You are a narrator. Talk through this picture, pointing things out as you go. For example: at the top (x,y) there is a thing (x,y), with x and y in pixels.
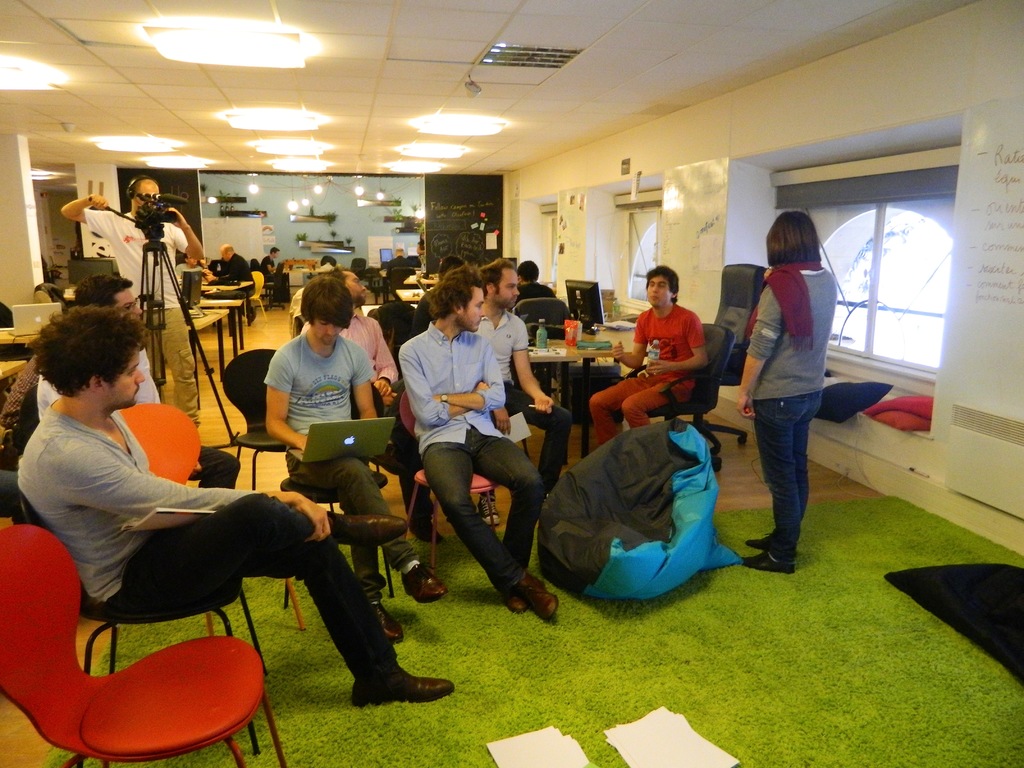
In middle (428,342) group of people (105,332) are sitting on the chairs (402,304) and behind them A man (66,209) is standing adjusting the camera (144,223) on the left (190,321) there are lights (228,33) at the top (219,45) and in the right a person (802,492) is standing at here.
